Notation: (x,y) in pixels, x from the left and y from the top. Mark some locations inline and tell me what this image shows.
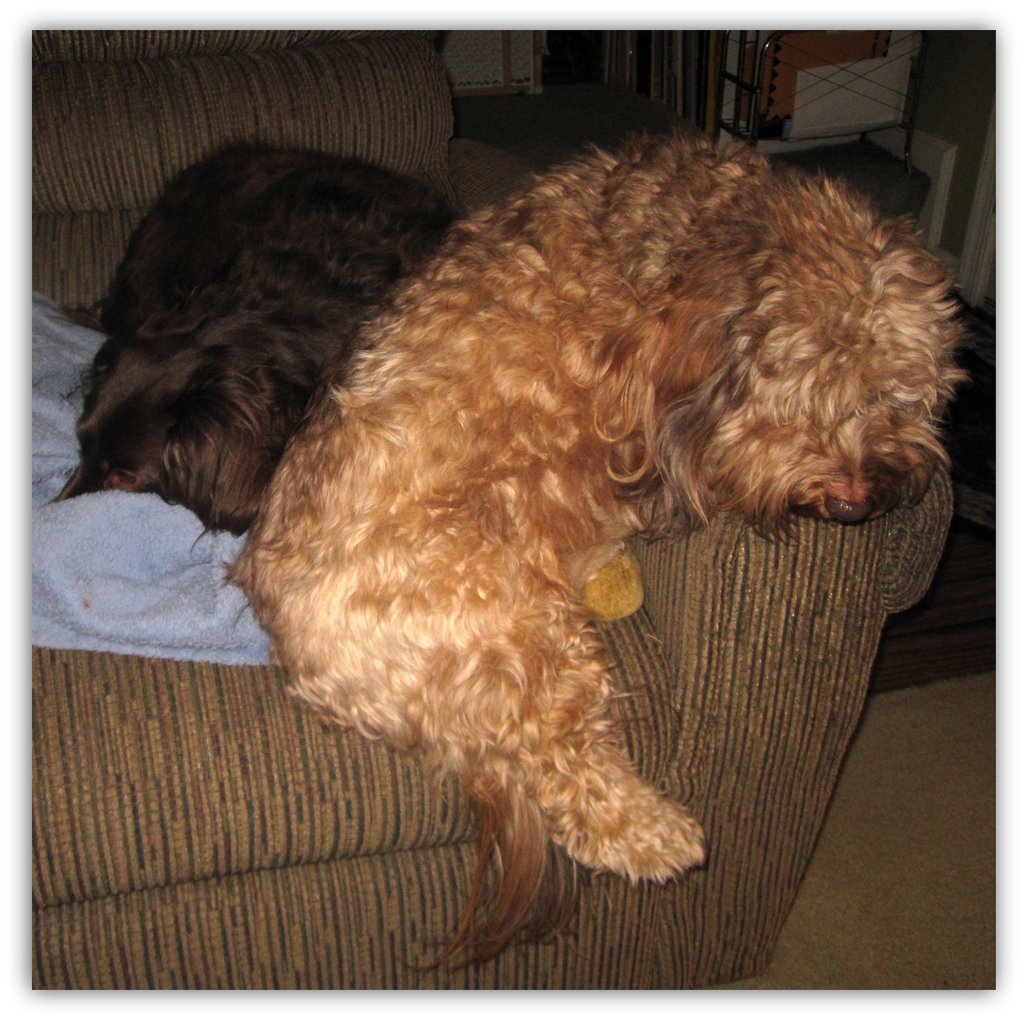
In this picture we can see there are two dogs (407,423) lying on the couch (254,670) and on the couch (155,693) there is a cloth (140,525). At the top right corner of the image (725,70), there are some objects (786,85).
